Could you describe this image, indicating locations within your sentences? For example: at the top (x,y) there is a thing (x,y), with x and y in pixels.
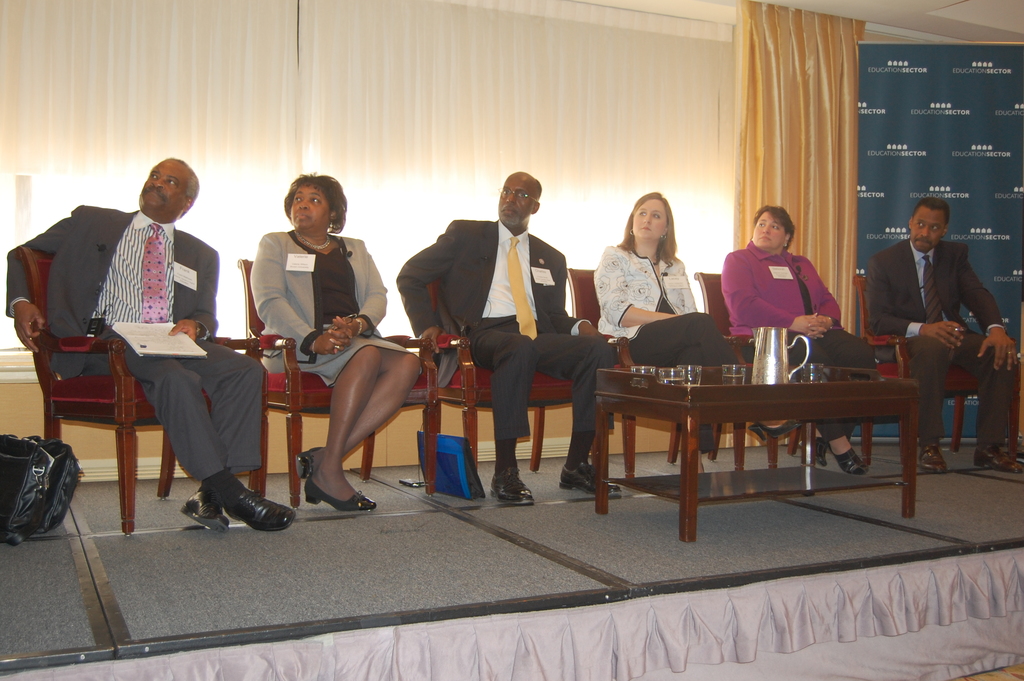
This is table (788,403), person (186,404) sitting on chairs (861,317), in the back ground (505,117) there is curtains (491,117), this is jug (769,354) and there are glasses (692,373), this person (225,364) is holding papers (150,344).
